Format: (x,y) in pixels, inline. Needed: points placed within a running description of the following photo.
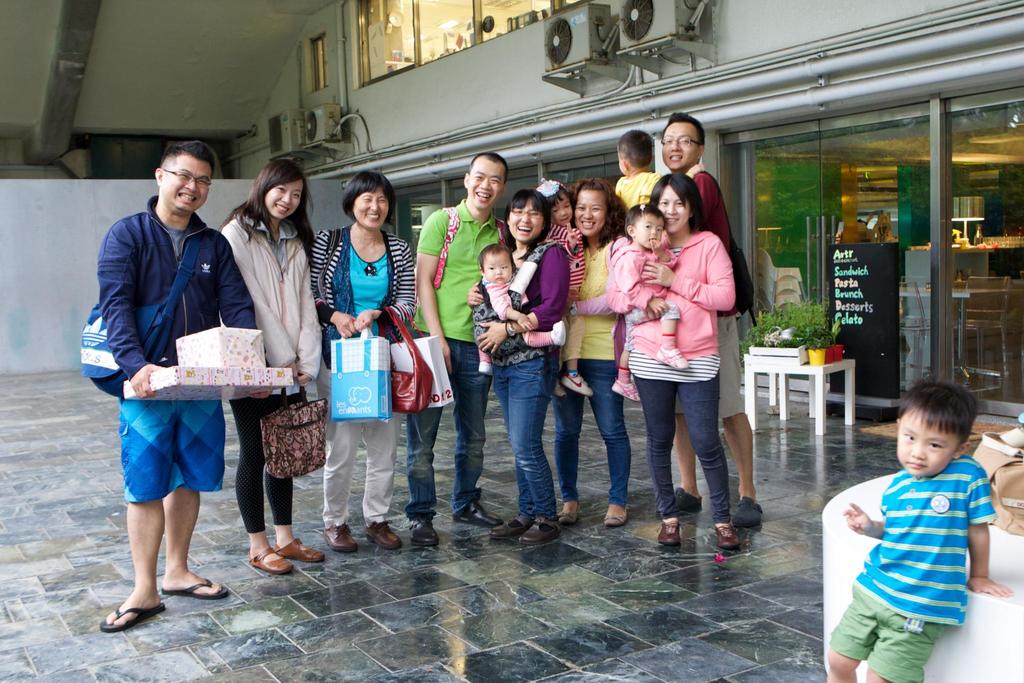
In this image there are group of people (703,324) standing and smiling, and there are plants (813,317) on the table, air conditioners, board (859,328).
